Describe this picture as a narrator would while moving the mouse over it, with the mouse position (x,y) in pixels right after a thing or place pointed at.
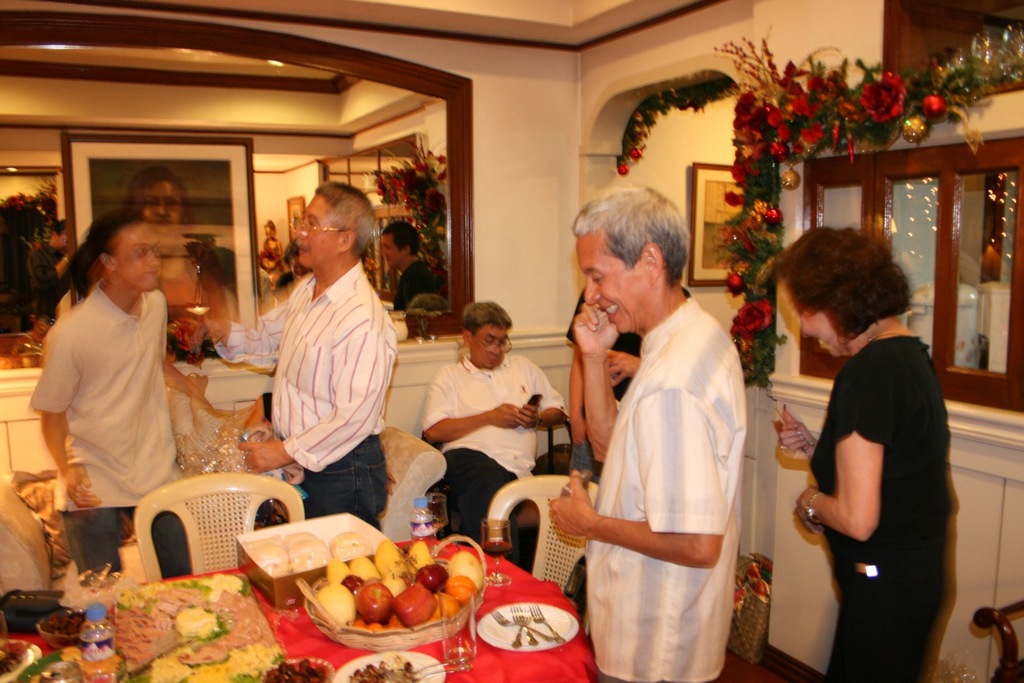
In this picture there is a man (627,465) who is smiling. Backside of him we can see a woman (900,459) who is wearing black dress (905,541). On the table (462,576) we can see a basket (424,631), apples (418,596), mangoes (401,588), oranges (442,611), fork (508,626), plate (504,643), grapes (312,676), dates (376,673), fruits (311,662), water bottle (104,669), carton box (286,593), red cloth (198,575), plastic cover (100,590), bowl (55,641) and other objects (186,642). Here we can see a man (500,400) who is sitting on the chair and looking on the phone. On the left (275,417) we can see two persons (352,334) standing near to the couch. On the top right (758,123) we can see decoration (753,195) with flowers (801,144) on the wall (789,9). On the right (905,180) there is a window (924,269). Here we can see a painting (723,220) near to the decorations (641,142). On the top left (148,112) there is a mirror (182,223).
